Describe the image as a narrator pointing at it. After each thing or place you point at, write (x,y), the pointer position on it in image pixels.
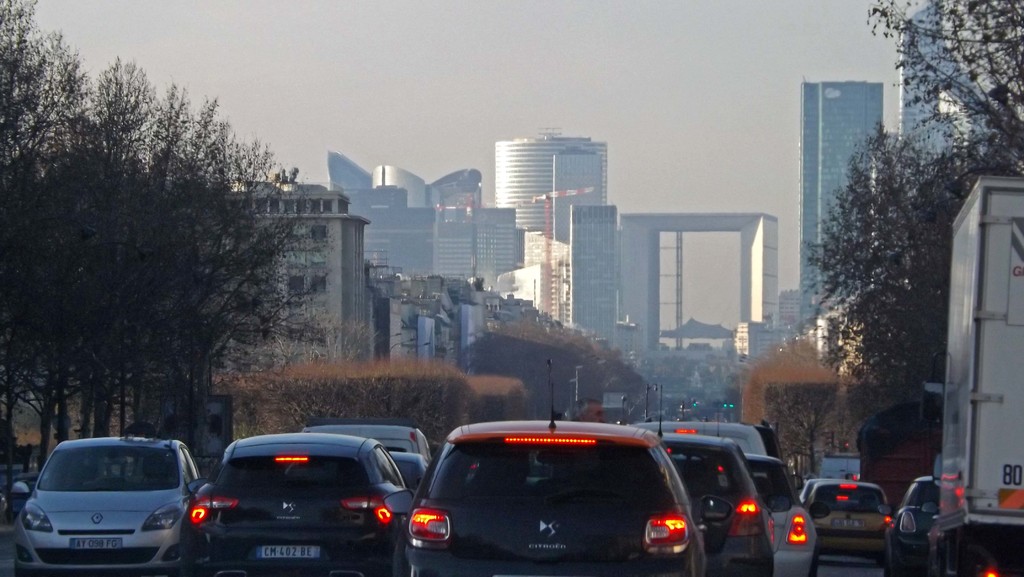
In this image, we can see so many vehicles (476,482), trees (993,152), poles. Background (721,63) there are so many buildings (482,321) and sky (708,94).
